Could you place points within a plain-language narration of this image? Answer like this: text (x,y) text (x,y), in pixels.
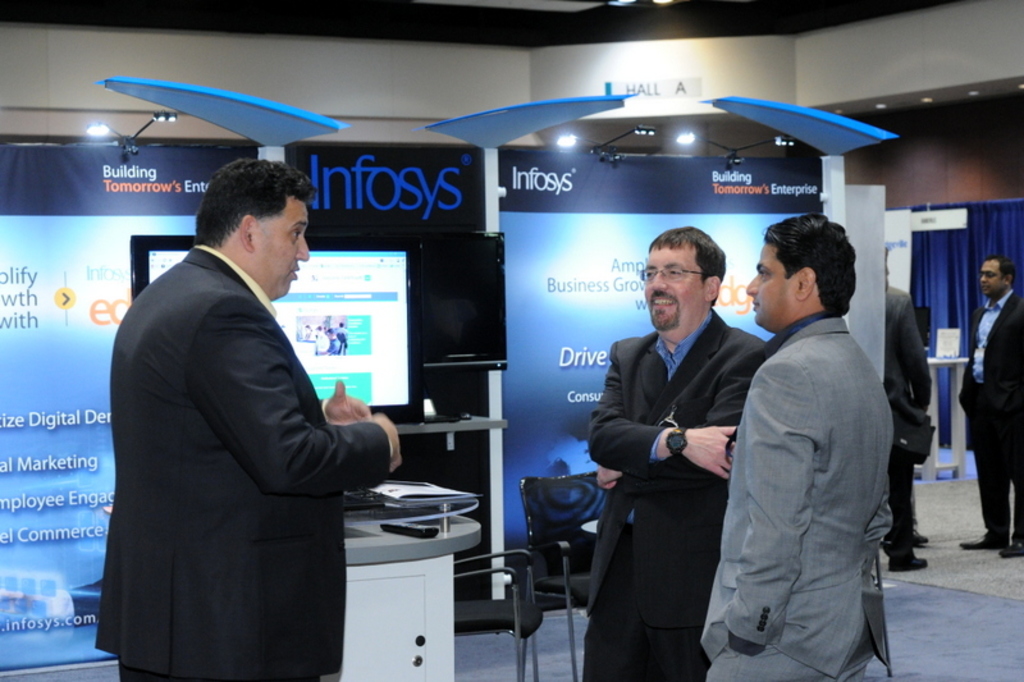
In this image I can see few people (818,389) standing. I can see few banners (623,318), chairs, tables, screens (441,280), boards (951,346) and blue curtains (927,267). I can see a building (754,58) and lights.
